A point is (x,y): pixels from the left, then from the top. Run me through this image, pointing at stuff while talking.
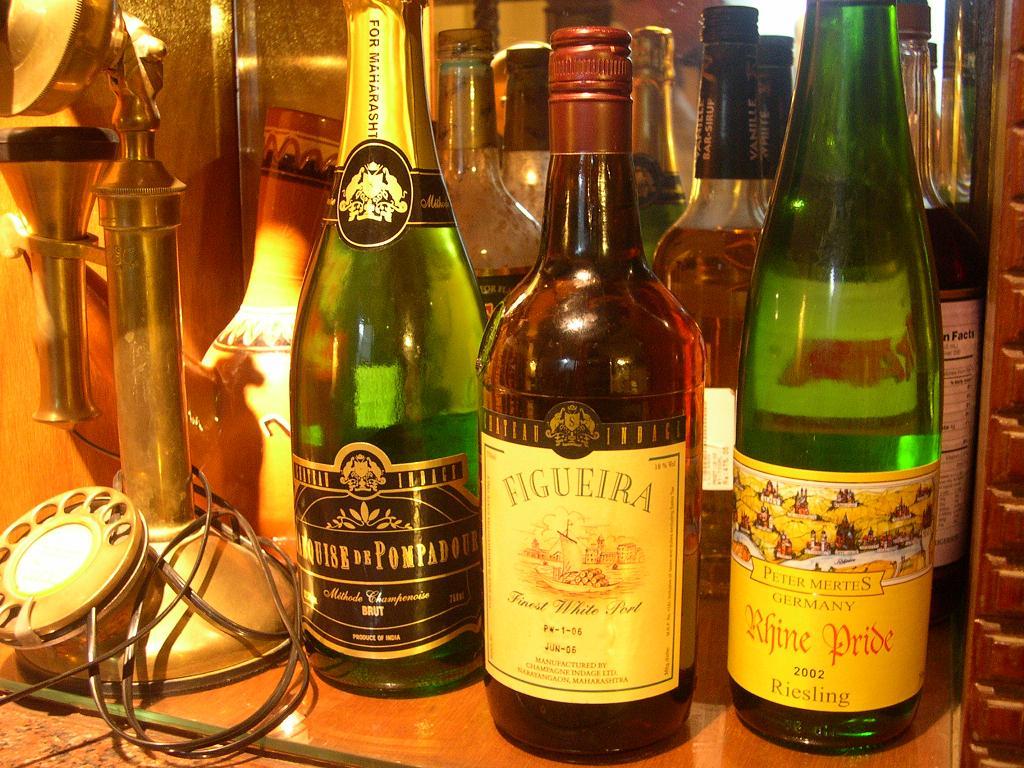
In this image there are few bottles (583,146) with different colours. At the left side of image (83,656) there is a telephone (148,134).
